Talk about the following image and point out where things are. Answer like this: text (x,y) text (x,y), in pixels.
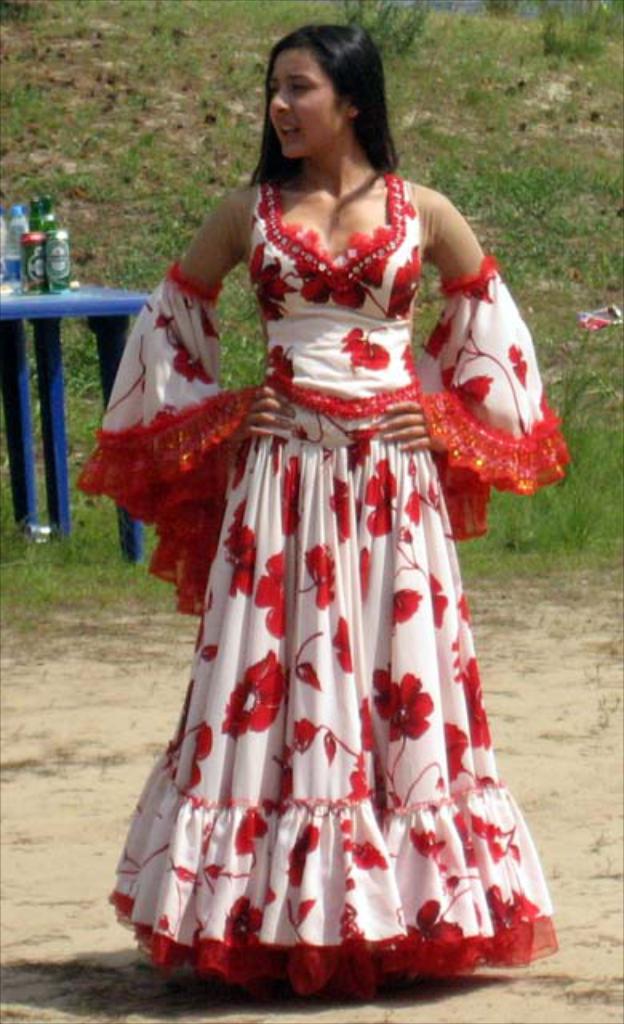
In this picture we can see woman (408,212) standing wore a beautiful dress (281,388) and in the background (215,159) we can see grass (139,192), table (93,288) and on table (79,301) we can see bottle (39,230), tin (49,261).
